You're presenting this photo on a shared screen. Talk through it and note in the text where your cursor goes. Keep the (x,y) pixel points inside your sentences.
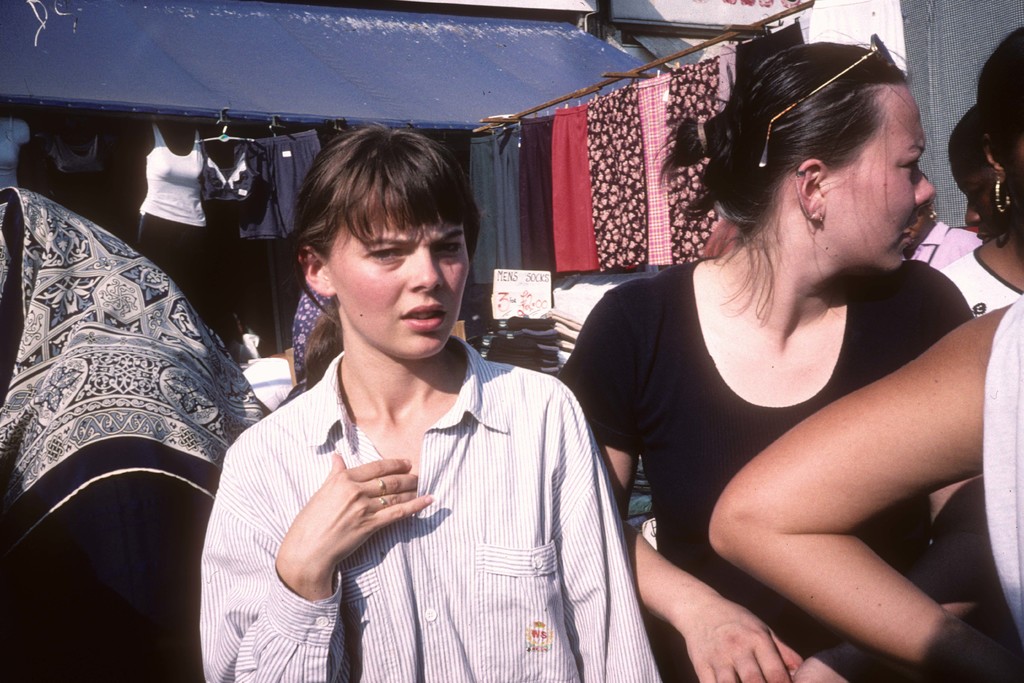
In this image there are people (521,503) standing, in the background (714,101) there are clothes (635,115) and a roof (334,93).
